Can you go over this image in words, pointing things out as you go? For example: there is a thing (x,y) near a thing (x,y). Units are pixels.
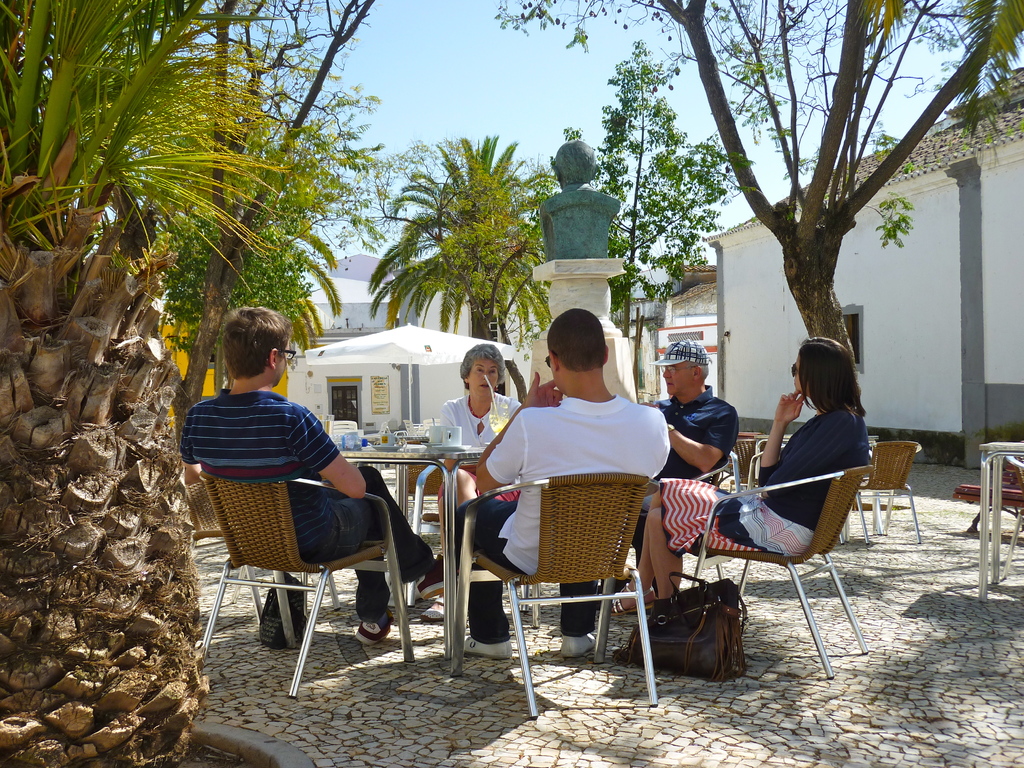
There are five members (545,362) sitting in the chairs (270,486) around the table (428,457) on which cups (445,441), teapots (395,438) were placed. Two of them were women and three of them were men (589,458). There is a bag (712,618) near the women (796,455). In the background (479,257) there are some trees (473,262), buildings (405,365), statue (573,201) and a sky (487,76) here.
